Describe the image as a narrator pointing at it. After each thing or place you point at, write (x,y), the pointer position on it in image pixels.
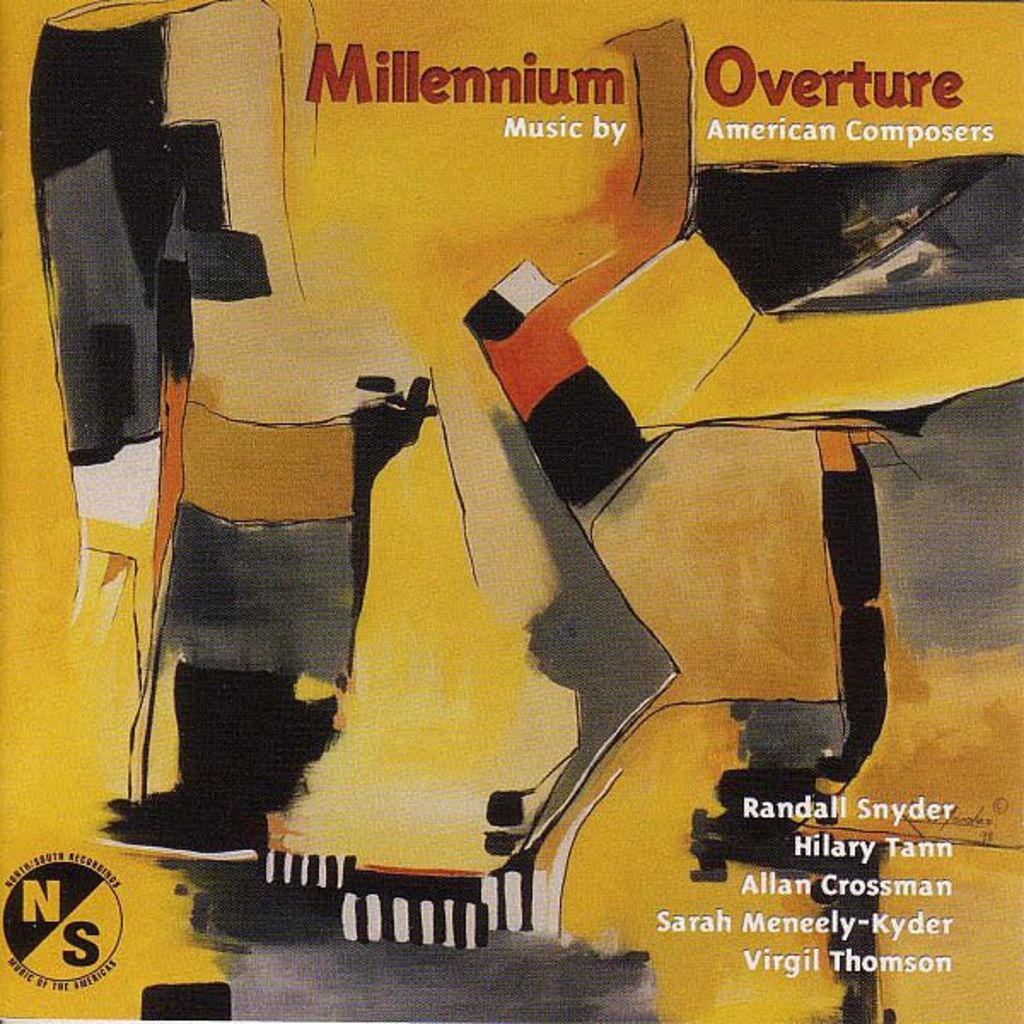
In this image there is a poster (400,484). There is a painting (308,488). Right bottom there is some text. Left bottom there is a logo (10,925). Top of the image (346,78) there is some text (772,76).
